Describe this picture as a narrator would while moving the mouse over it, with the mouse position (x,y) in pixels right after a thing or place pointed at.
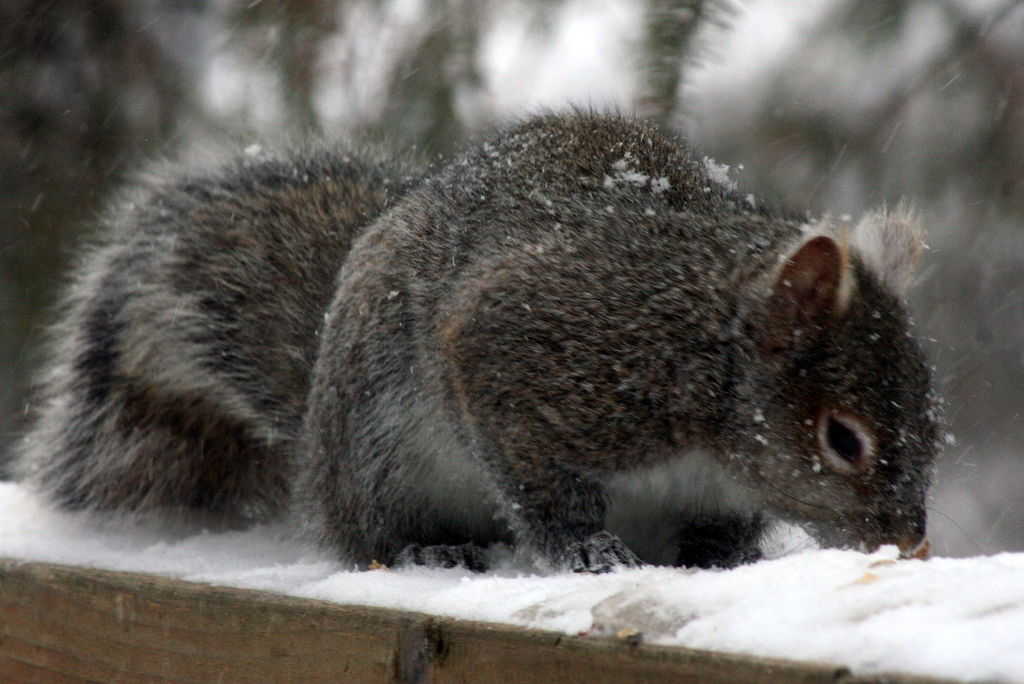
In this picture we can see grey squirrel (476,381) who is standing on the snow (359,581). In the background (911,129) we can see the trees (108,68) and sky (624,100). At the bottom (297,649) there is a wooden bench (304,674).
